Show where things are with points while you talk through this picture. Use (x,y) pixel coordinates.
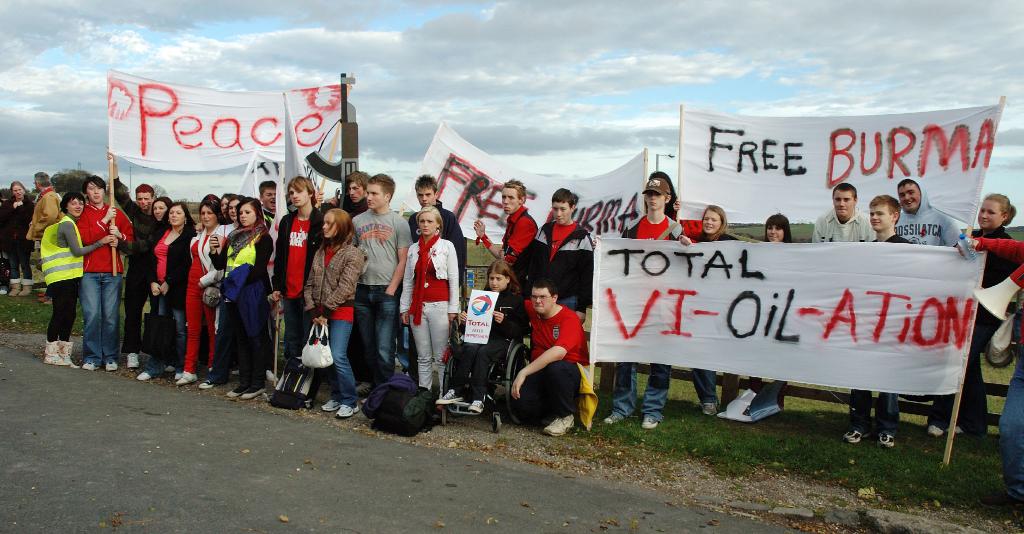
Here we can see some persons (504,298) and this is road (310,497). They are holding clothes (963,326) with their hands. This is grass (809,425) and there is a fence (829,401). In the background (668,67) we can see trees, poles (80,166), and sky (543,108) with clouds (547,46).
